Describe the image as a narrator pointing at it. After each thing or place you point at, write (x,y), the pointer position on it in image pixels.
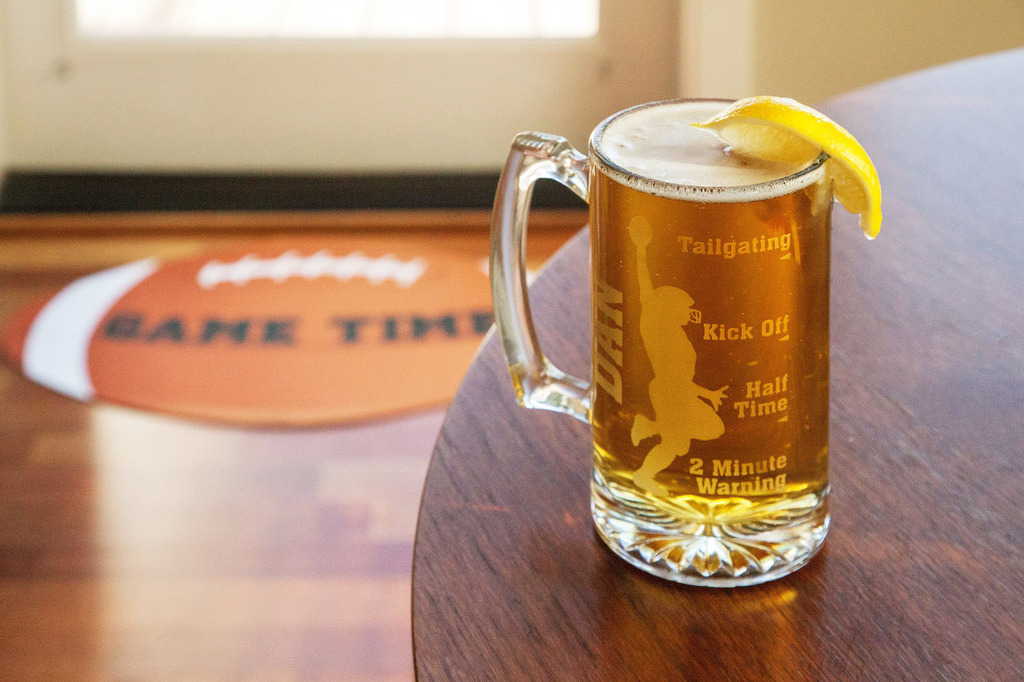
In this picture I can observe a glass (659,372) placed on the brown color table (548,443). There is some drink (703,289) in the glass (665,361). I can observe a mat (210,374) placed on the floor (377,469). In the background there is a wall (807,20).
